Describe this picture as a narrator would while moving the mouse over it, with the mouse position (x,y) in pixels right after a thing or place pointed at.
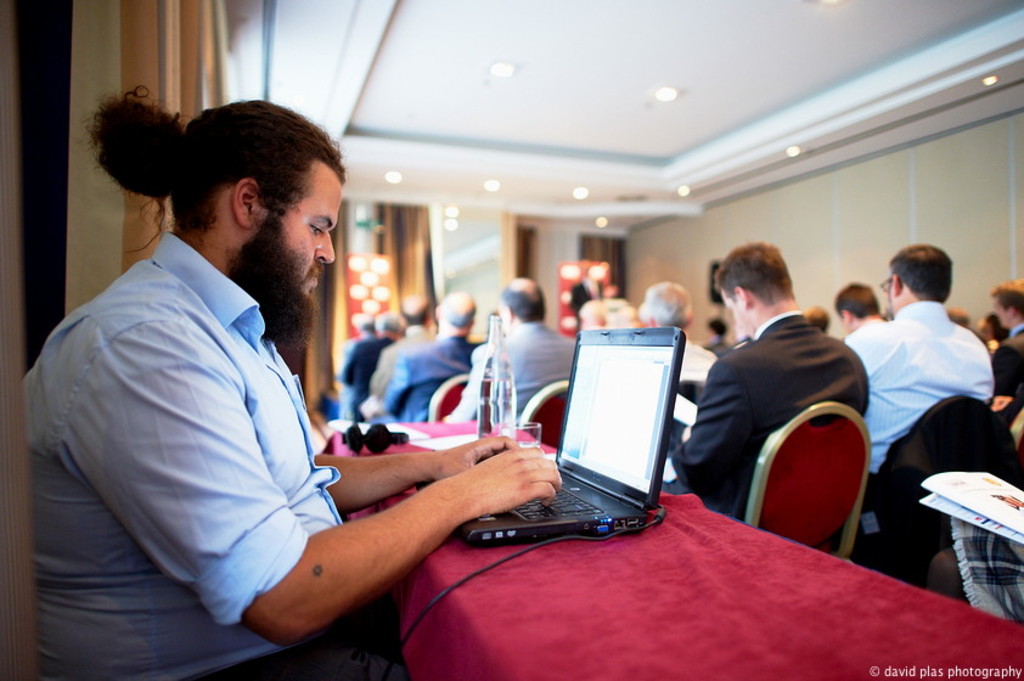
In this image we can see a man (337,480) sitting beside a table (516,598) containing a laptop (511,539), bottle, papers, glass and a headset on it. We can also see a group of people (774,426) sitting on the chairs (866,485). On the backside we can see a person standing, some boards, a wall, curtains (428,272) and a roof (613,151) with some ceiling lights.
